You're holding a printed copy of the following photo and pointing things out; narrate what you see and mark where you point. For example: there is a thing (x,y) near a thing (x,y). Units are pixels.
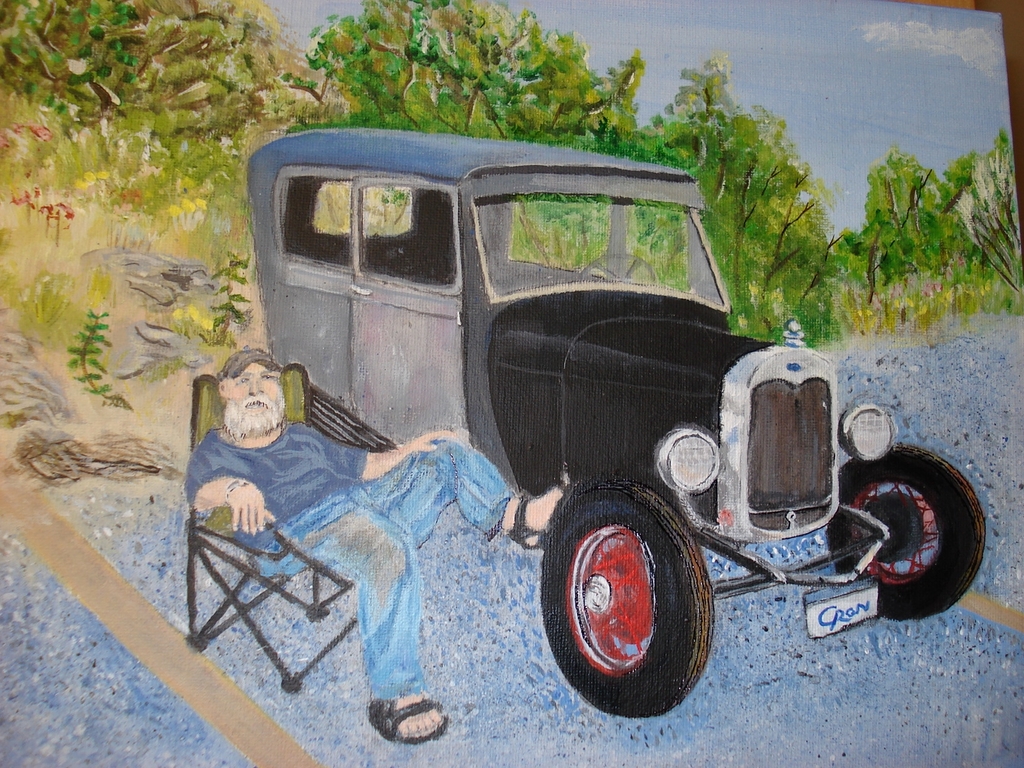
In this image there is a painting (644,403) of a car (554,414), man (307,490) sitting on chair (272,525) and there is the painting (246,95) of trees (735,263).
